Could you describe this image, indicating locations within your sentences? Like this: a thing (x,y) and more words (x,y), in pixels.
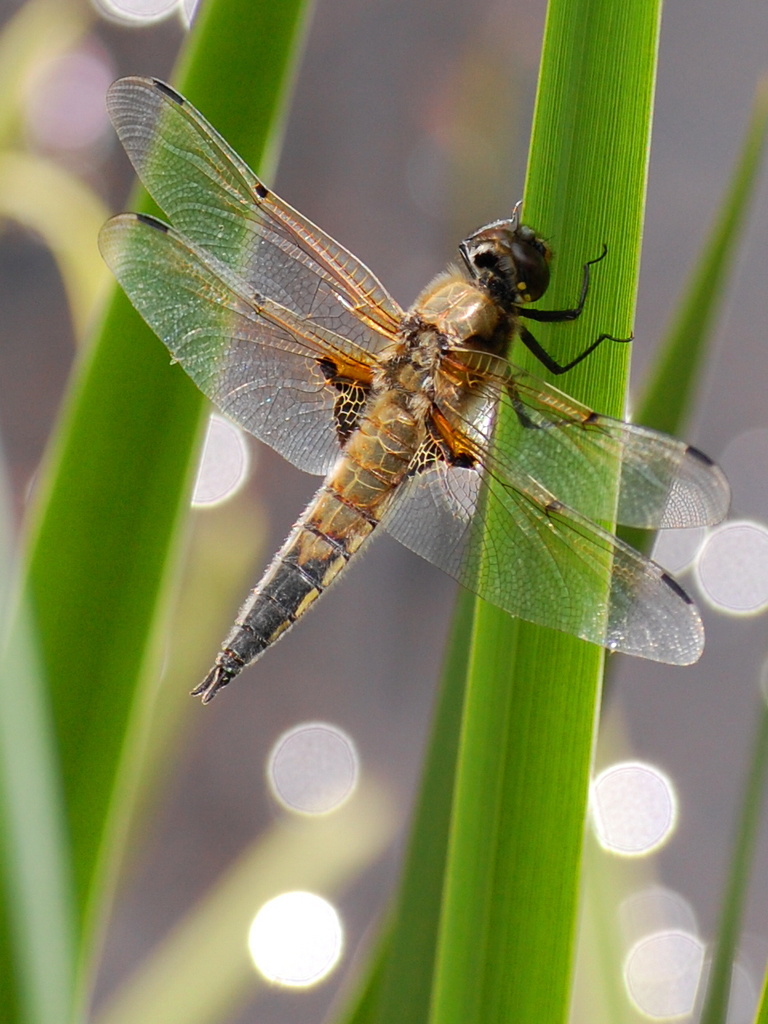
In the image there is a dragonfly (384,484) standing on a plant (522,832), it seems to be a dragonfly (418,375).
